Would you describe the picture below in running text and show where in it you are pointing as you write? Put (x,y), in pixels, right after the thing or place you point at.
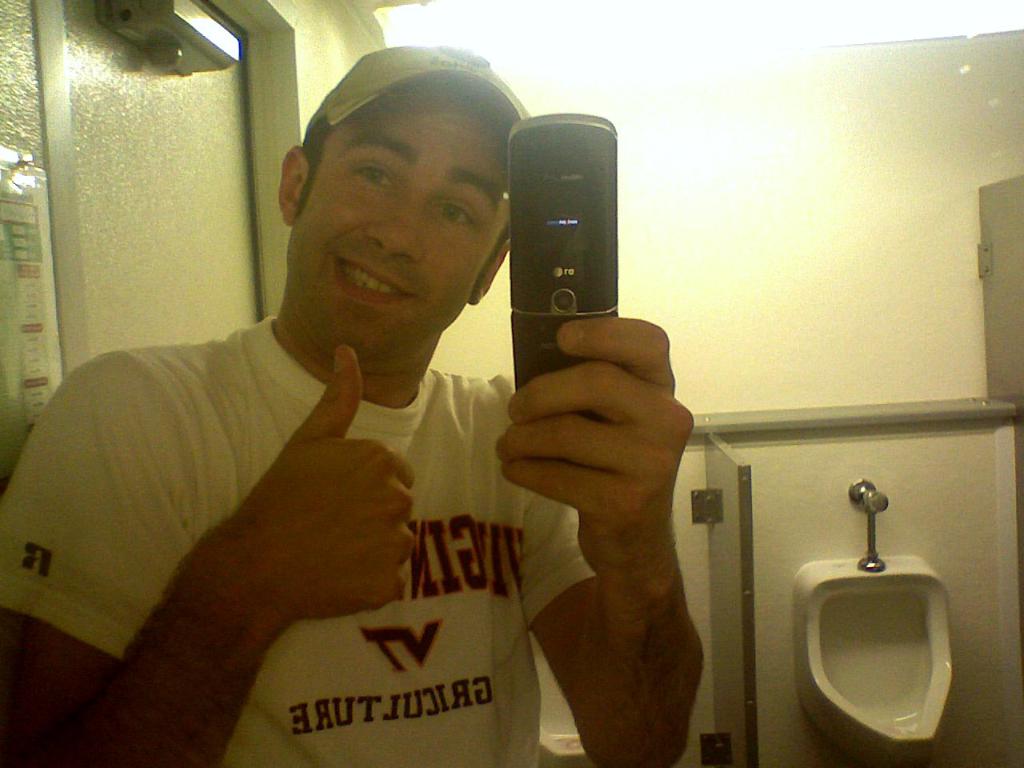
In this picture there is a man (394,356) who is standing at the left side of the image (324,446) by holding a cell phone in his hand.
